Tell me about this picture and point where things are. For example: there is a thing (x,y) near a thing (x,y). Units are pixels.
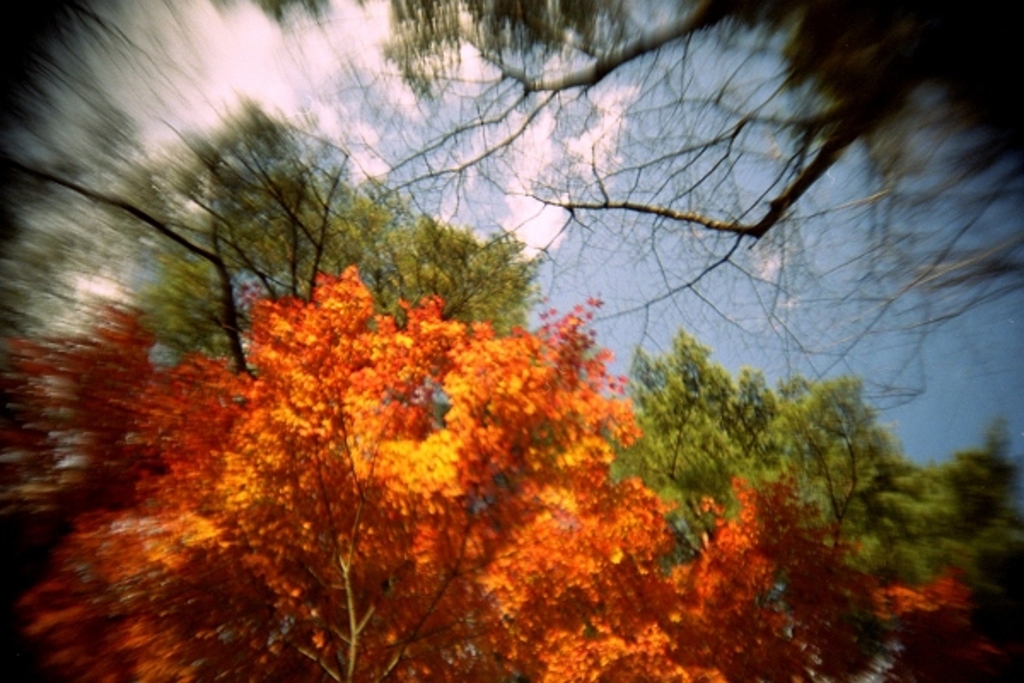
This picture contains trees (497,463). At the edges it is blurry. Sky (257,54) is blue and it is sunny.
